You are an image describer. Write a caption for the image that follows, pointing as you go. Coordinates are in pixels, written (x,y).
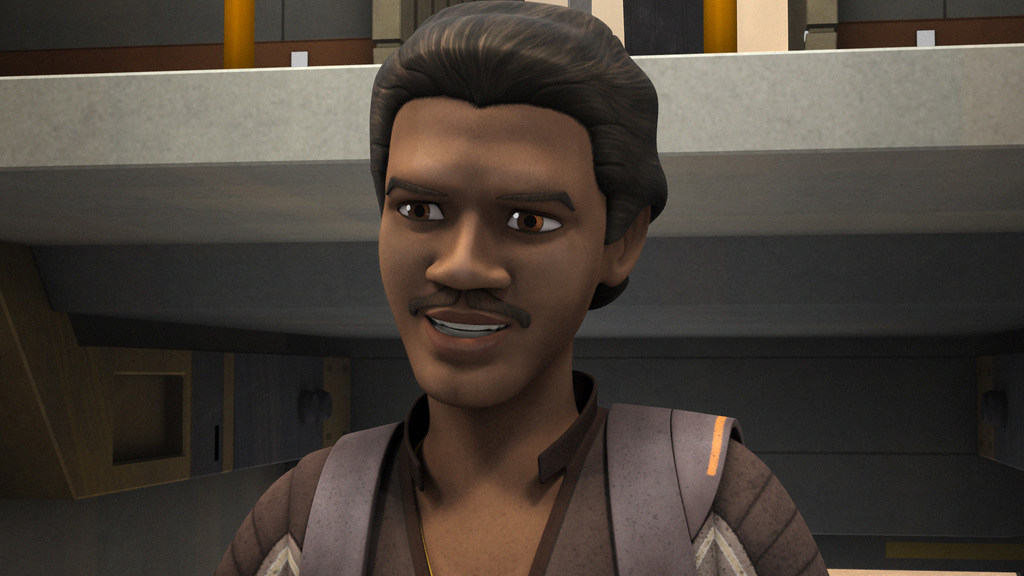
In the center of the image (629,199) there is a depiction (297,542) of a person (575,323). In the background of the image (347,264) there is a building (307,47).
